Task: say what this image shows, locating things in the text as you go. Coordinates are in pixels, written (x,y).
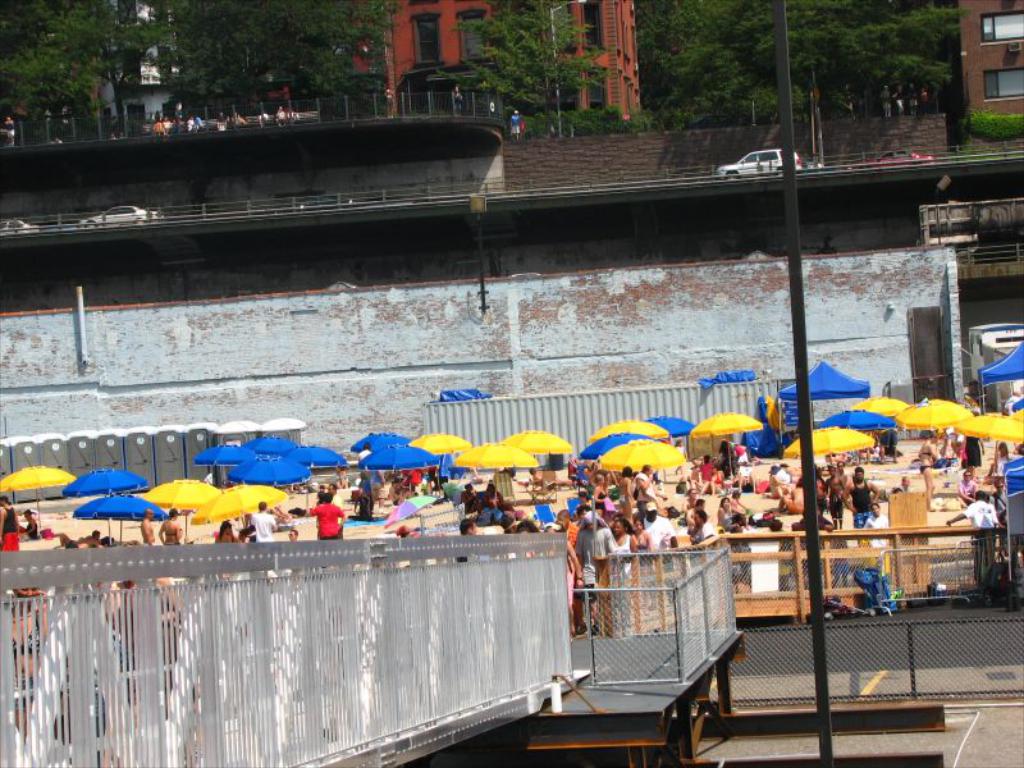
In this image I can see the metal railing (386,626), the fencing (626,631), few metal poles (823,749), the wooden railing (781,554) and few umbrellas (637,460) which are blue and yellow in color. I can see few persons (361,479) sitting and standing below the umbrellas (835,435). In the background (736,185) I can see the bridge (505,229), few vehicles (896,156) on the bridge (768,176), few buildings (1002,86), few trees (509,4), the railing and few persons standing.
